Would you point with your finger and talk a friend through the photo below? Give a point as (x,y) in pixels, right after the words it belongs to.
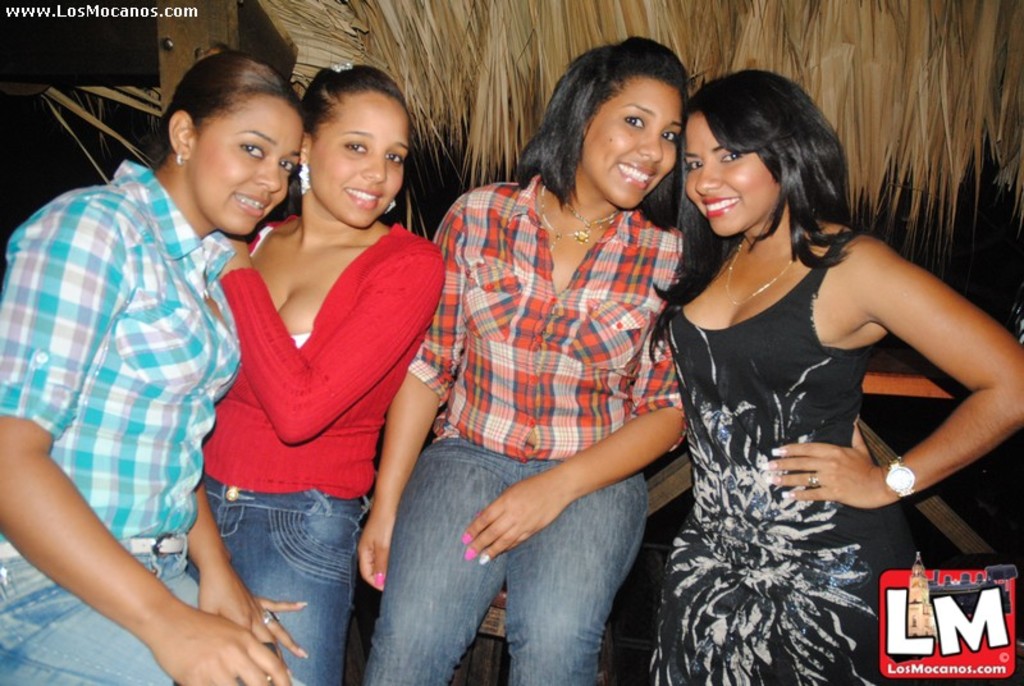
This image is taken outdoors. In the background (884,379) there is a wooden fence (669,475). At the top of the image (463,31) there are a few dry leaves (487,48). In the middle of the image (497,376) four women (220,442) are standing and they are with smiling faces (356,176). On the right side of the image (889,603) there is a logo (910,621).
